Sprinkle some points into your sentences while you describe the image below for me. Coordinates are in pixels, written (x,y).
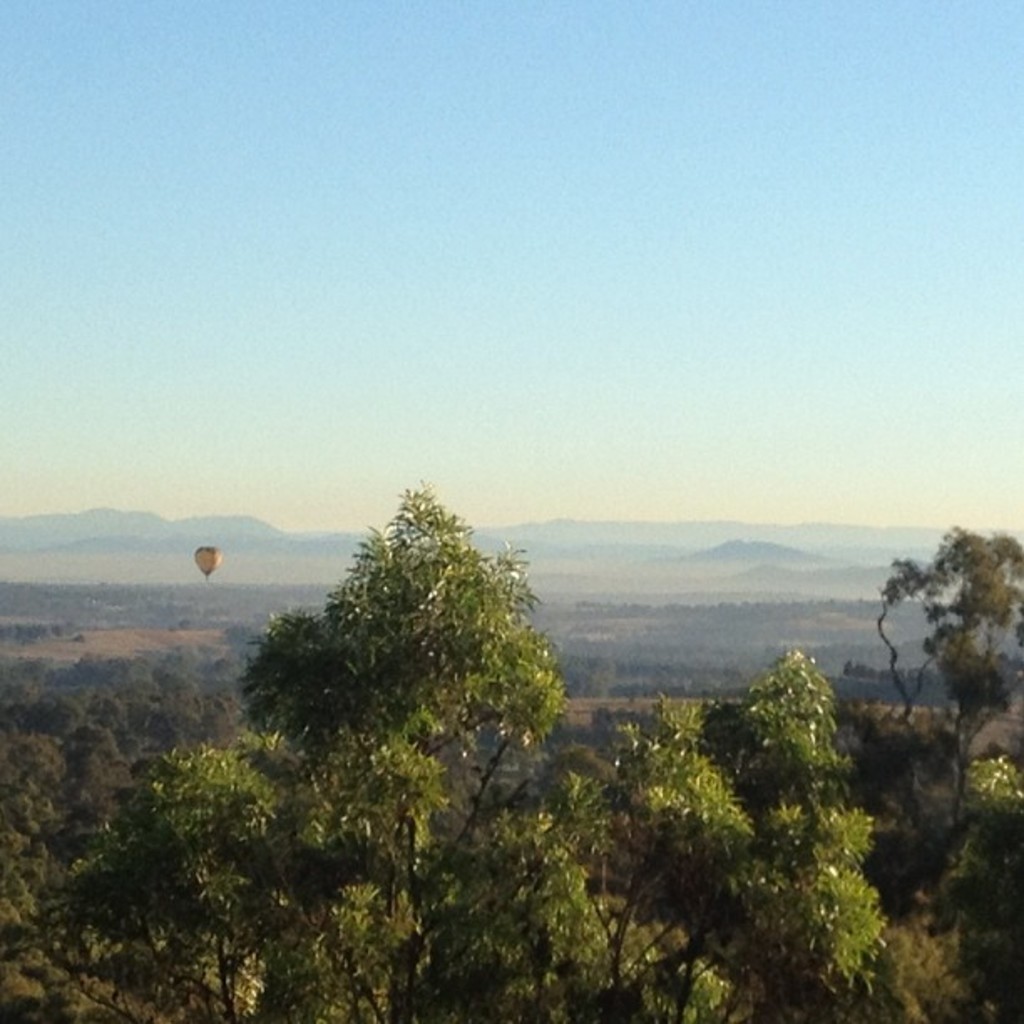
In this picture I can see trees (221,690) and hot air balloon (202,554) and I can see hills (66,541) in the back (700,561) and I can see blue sky (553,289).
